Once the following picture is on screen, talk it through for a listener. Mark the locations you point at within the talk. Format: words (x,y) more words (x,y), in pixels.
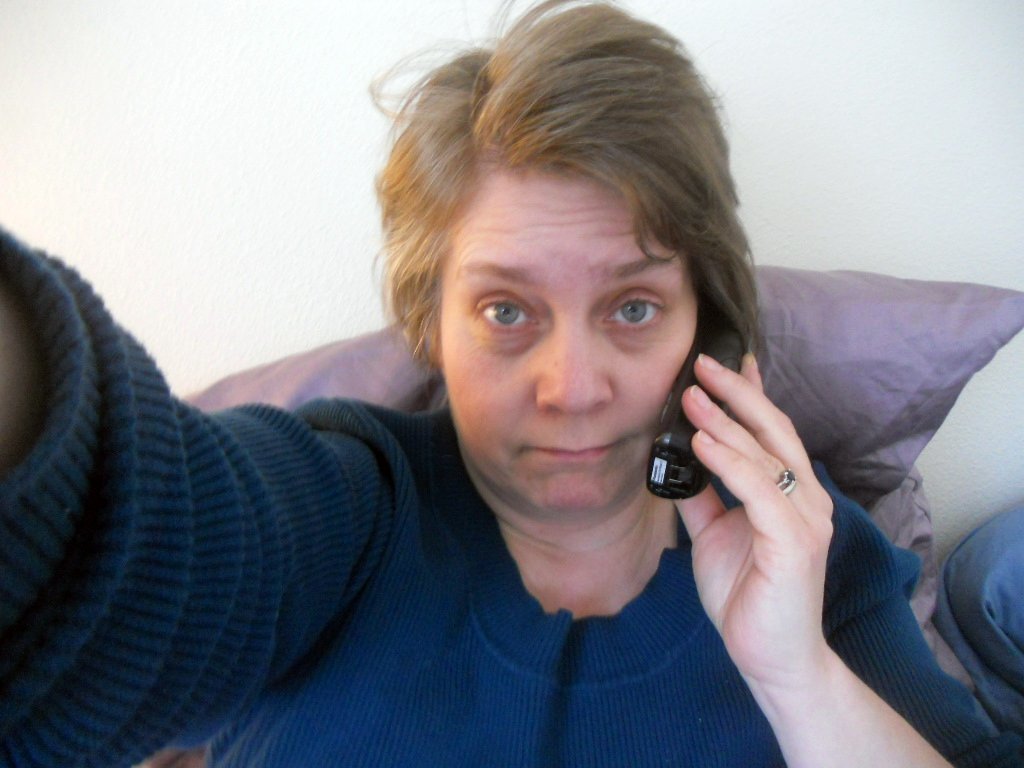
In the image we can see a woman (496,642) wearing clothes (693,581) and finger ring (789,479). She is holding a mobile phone (671,449) in her hand (810,525). There are the pillows (883,345) and a wall (336,160).
